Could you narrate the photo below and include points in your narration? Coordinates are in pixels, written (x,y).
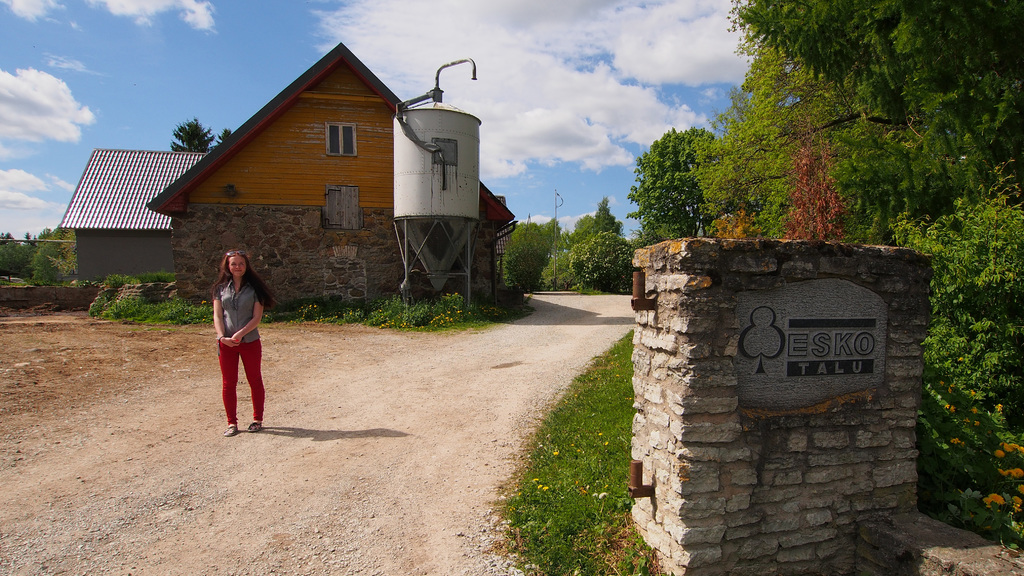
In this picture, we see the woman (250,310) in the grey jacket (245,323) is standing and she is smiling. At the bottom (317,471), we see the pathway (385,486) and the grass (552,510). In the right bottom (761,538), we see a wall (758,440) which is made up of stones (782,504) and we some text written on the wall (727,390). On the right side (957,423), we see the trees (719,162) and the flowers (1000,494) in yellow color. In the middle (448,206), we see a silo (442,182) or a water tank (435,269). There are buildings (222,237), trees (530,247) and poles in the background (21,245). At the top (262,90), we see the sky (153,85) and the clouds (49,111).
